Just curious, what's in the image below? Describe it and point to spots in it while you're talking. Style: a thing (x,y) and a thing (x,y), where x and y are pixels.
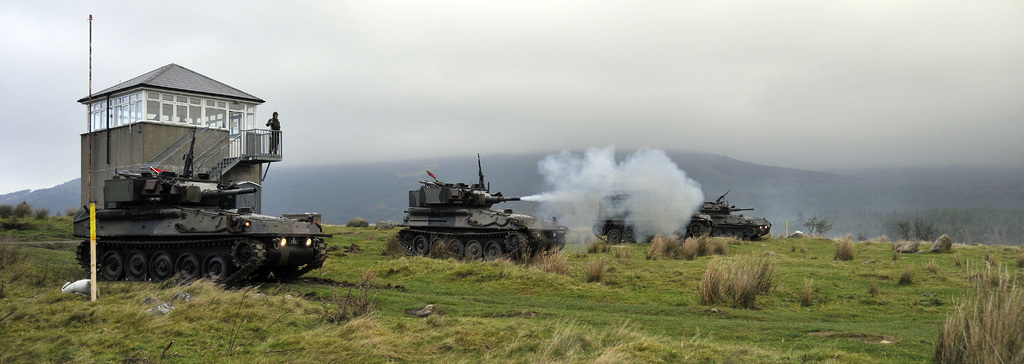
In this image there are few army tanks (466,217) on the surface (530,288) of the grass (610,255), behind them there is a building (192,134) and there is a person (276,144) standing. In the background (313,146) there are mountains (490,175) and the sky (441,67).
